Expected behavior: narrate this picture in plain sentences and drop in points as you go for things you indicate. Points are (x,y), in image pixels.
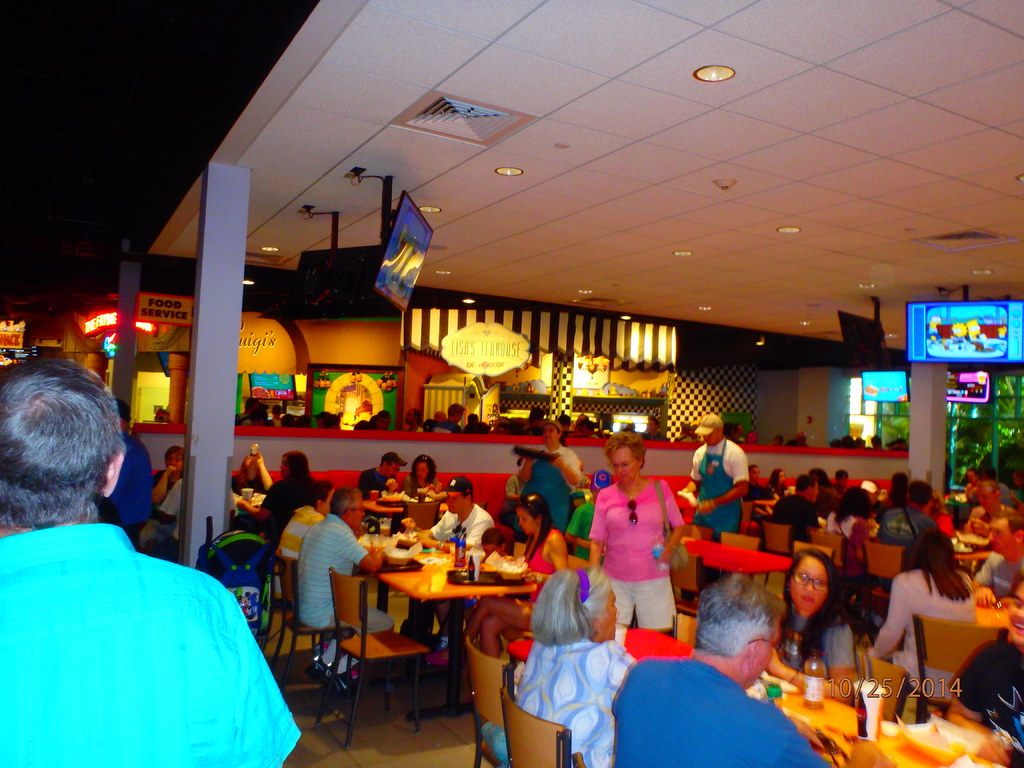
It looks like a food court (335,480). Many people (800,569) are sitting and eating. We can see a TV screens (974,326) on the top of the roofs (722,99) and some light (717,66) also. And there are some pillars (230,330). We can see a wall (425,441). There are many tables (441,569), chairs (500,716).
